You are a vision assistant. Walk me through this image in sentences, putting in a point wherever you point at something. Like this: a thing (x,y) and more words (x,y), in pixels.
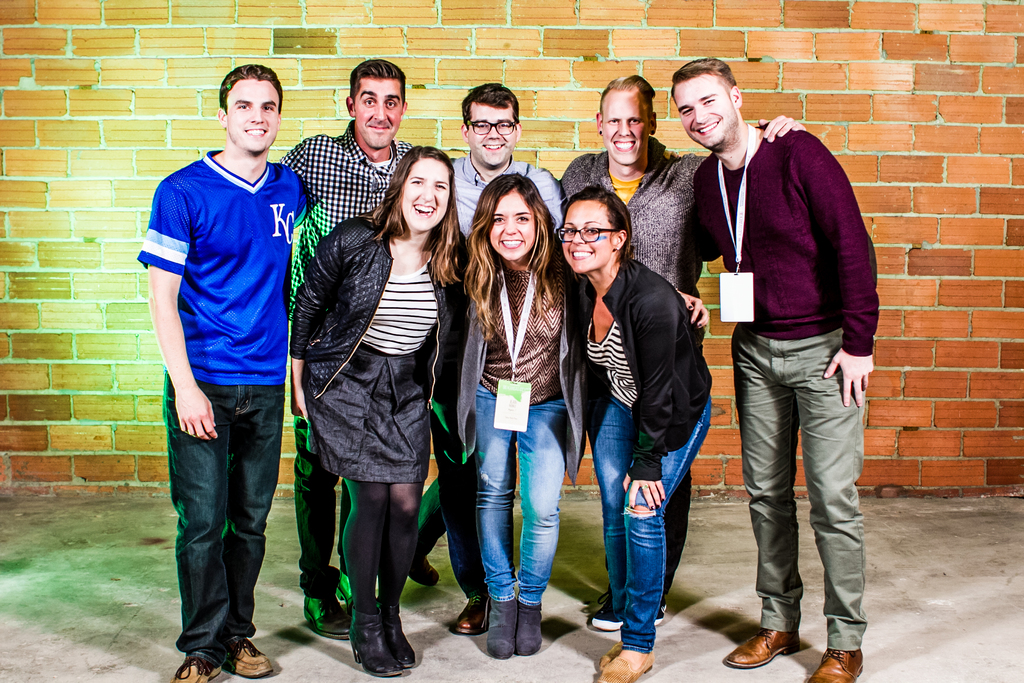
In this image at front (810,288) people (503,555) are standing on the floor (51,682). At the back side (298,80) there is a wall (800,30).
